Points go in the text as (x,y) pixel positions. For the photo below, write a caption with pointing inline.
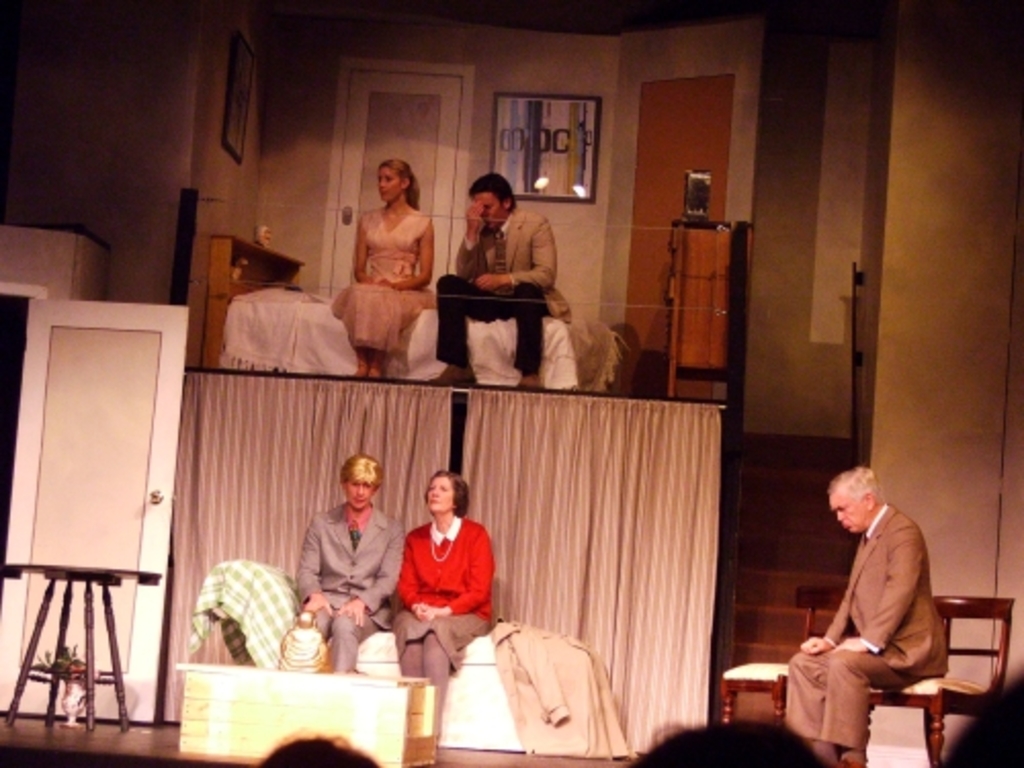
In this image I can see few people (414,595) with different color dresses (447,597). I can see few people (346,553) are sitting on the beds (461,703) and one person (825,681) is sitting on the chair (886,696). To the left (90,649) I can see the stool (89,599). In the background (381,123) I can see the frames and doors (352,262) to the wall (191,137).
